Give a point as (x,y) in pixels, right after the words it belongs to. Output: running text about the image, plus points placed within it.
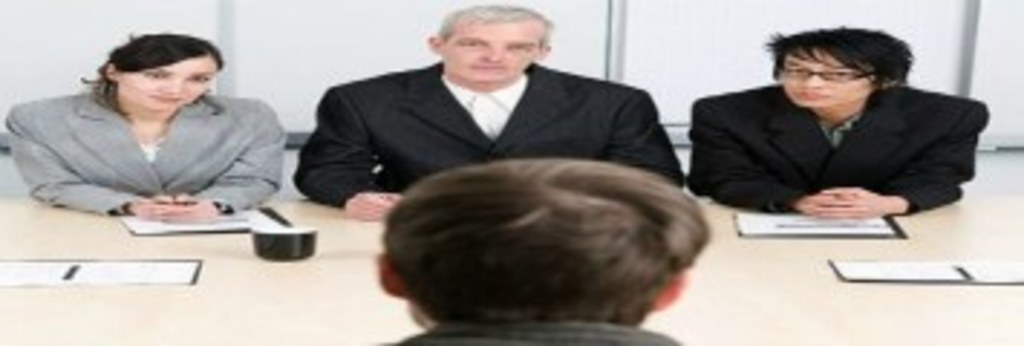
In this image I see 4 persons (212,69) and there is a table (364,289) in front of them on which there are papers (106,265).
